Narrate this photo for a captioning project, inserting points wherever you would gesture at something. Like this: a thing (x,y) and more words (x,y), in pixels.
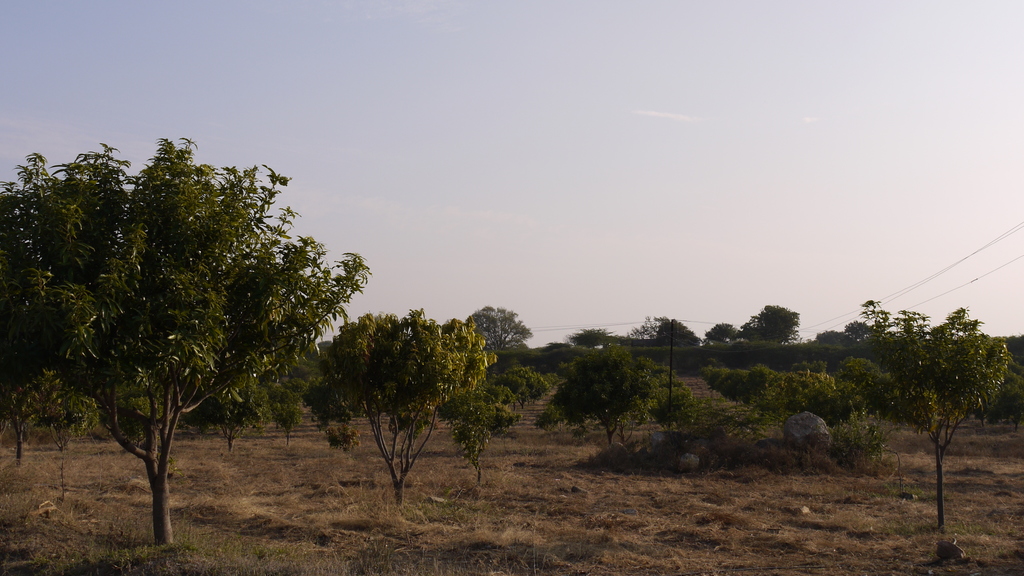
In this picture we can see there are trees (427,397), grass (352,514) and an electric pole (670,341) with cables (538,327). Behind the trees (431,336) there is a sky (491,146).
